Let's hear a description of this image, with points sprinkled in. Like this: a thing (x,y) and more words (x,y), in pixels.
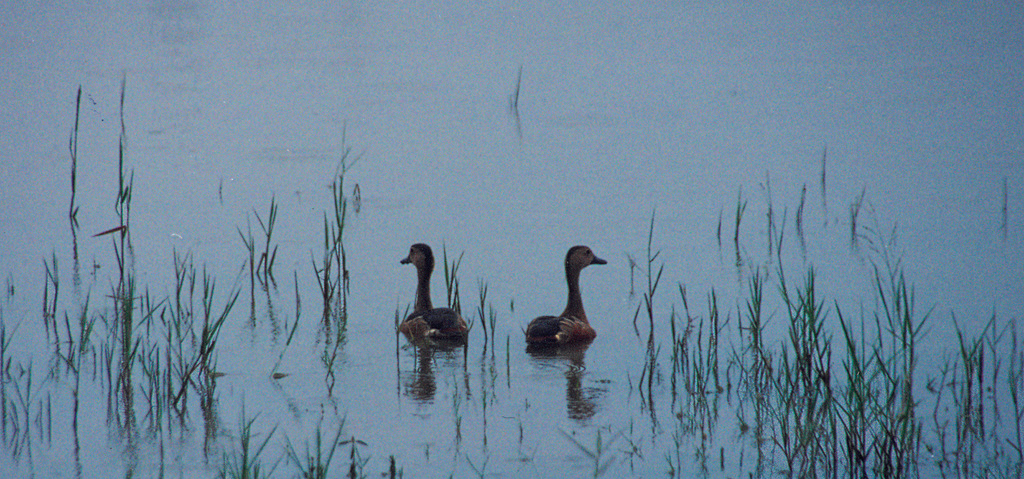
In this picture we can see two small ducks (541,341) in the lake water (655,412). In the front (767,393) bottom side we can see some green grass (879,468).
